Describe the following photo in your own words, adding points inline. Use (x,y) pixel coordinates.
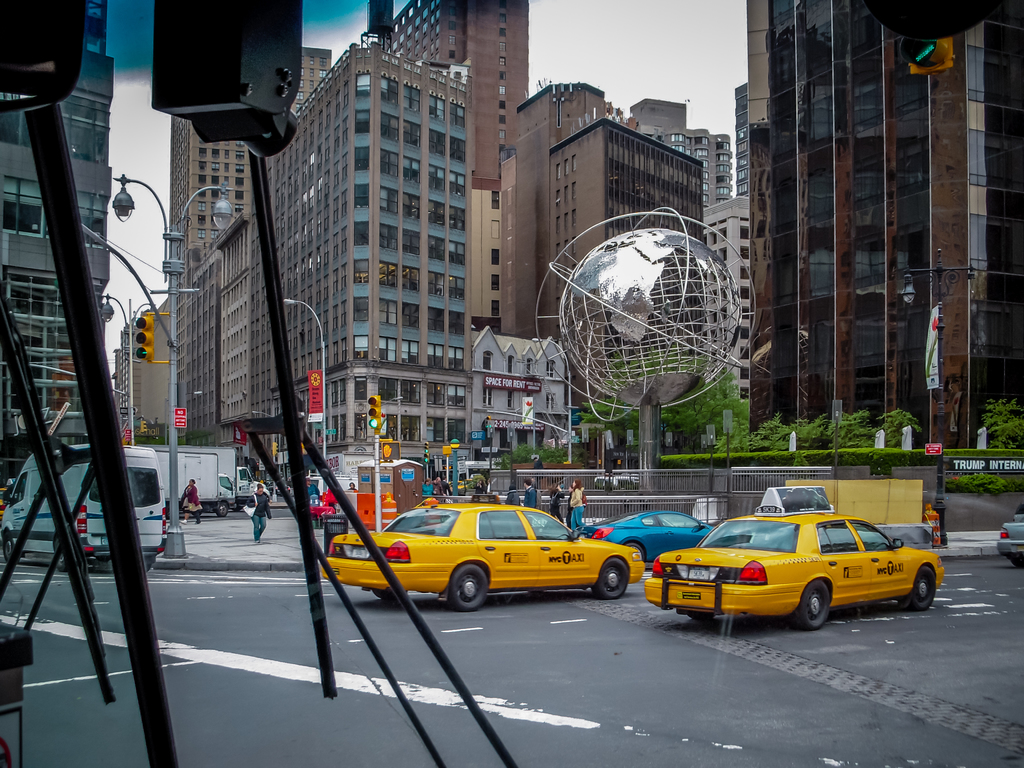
These are the vehicles (515,533) on the road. I can see the traffic signals (152,348) attached to the poles (172,349). These are the buildings (488,173) with the glass doors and the windows (254,283). This looks like a sculpture of the earth (662,298). There are few people (535,498) standing. I think this is a street light (227,214). At the top of the image (167,39), that looks like an object (195,89), which is black in color.
